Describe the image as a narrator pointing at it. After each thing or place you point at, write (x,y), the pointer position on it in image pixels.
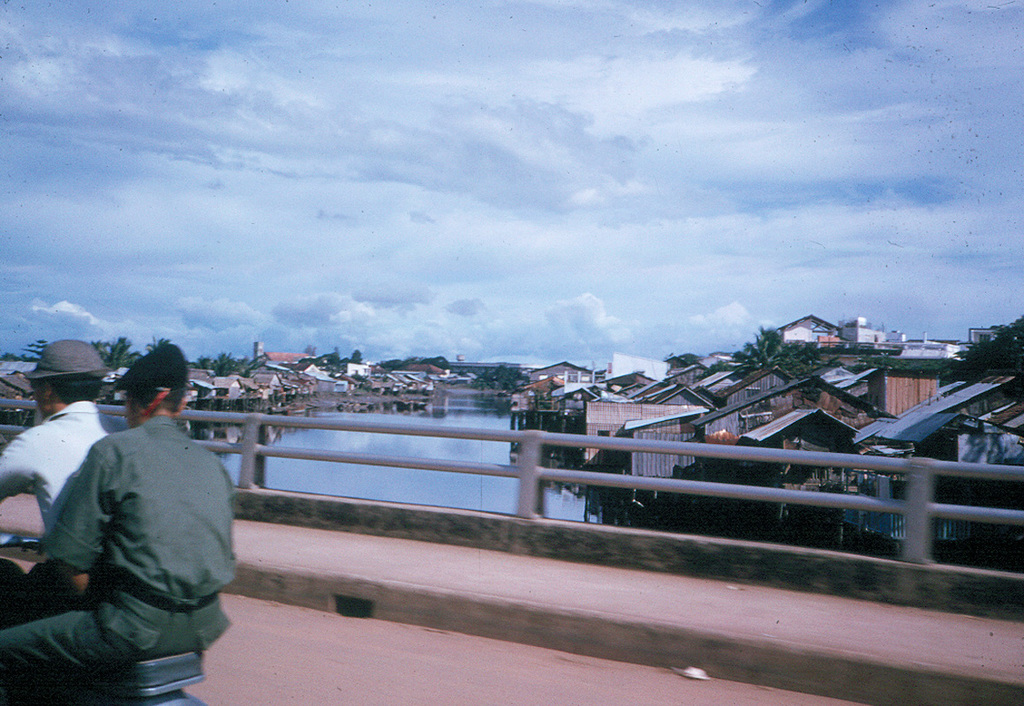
In the image we can see two people (145,556) wearing clothes (59,445) and one is wearing a hat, they are riding on two wheeler (133,663). We can see fence (430,458), buildings (190,398), trees (810,363), water (429,419) and the cloudy pale blue sky (360,265).
